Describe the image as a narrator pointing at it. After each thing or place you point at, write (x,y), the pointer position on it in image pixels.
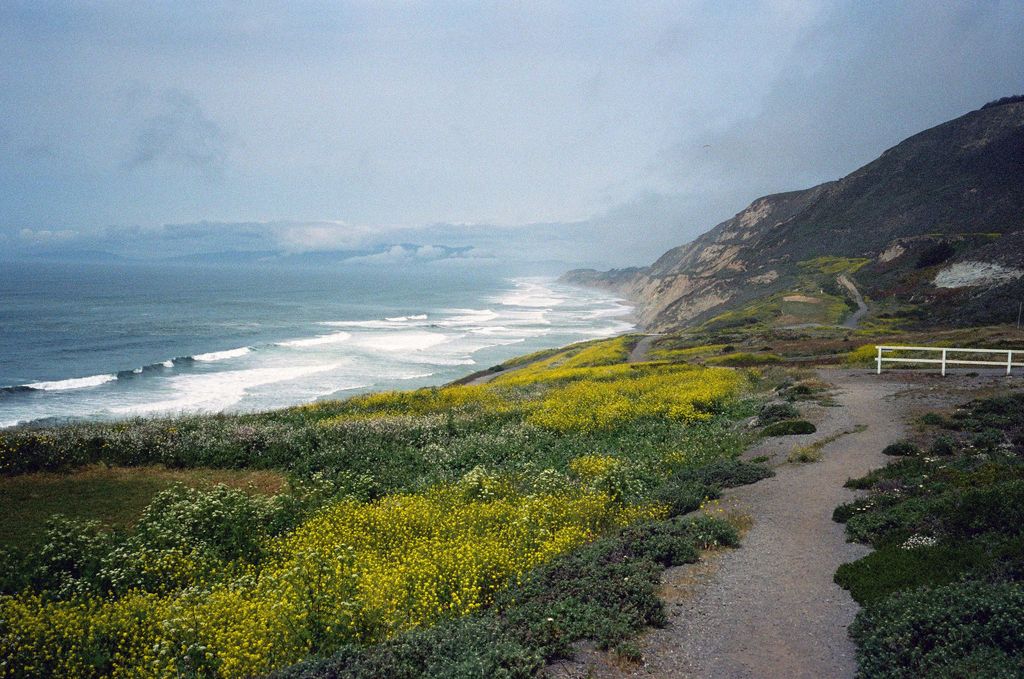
On the bottom of the image (150,617) we can see yellow color flowers (393,579) on the plant (559,546). On the right (989,349) we can see white color fencing (973,352). On the left (18,285) we can see ocean (314,390). On the background (961,168) we can see mountain (676,274). On the top (216,113) we can see sky (452,61) and clouds (384,236).
